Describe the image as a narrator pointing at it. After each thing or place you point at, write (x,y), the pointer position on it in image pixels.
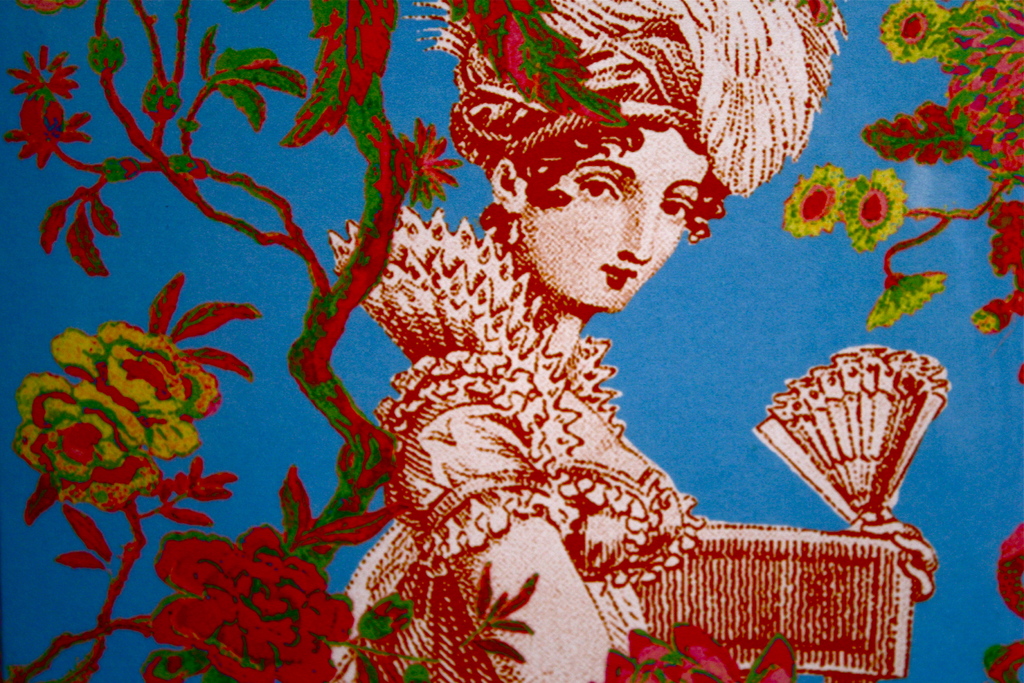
This image consists of an art (375,334). In this image we can see a woman (501,582) carrying a folding fan (877,420) in her hands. The background (653,331) is blue in color. On the left (170,277) and right sides of the image there is an art (210,351) of a plant (210,351) with leaves (285,509), stems (185,185) and flowers (892,175).
